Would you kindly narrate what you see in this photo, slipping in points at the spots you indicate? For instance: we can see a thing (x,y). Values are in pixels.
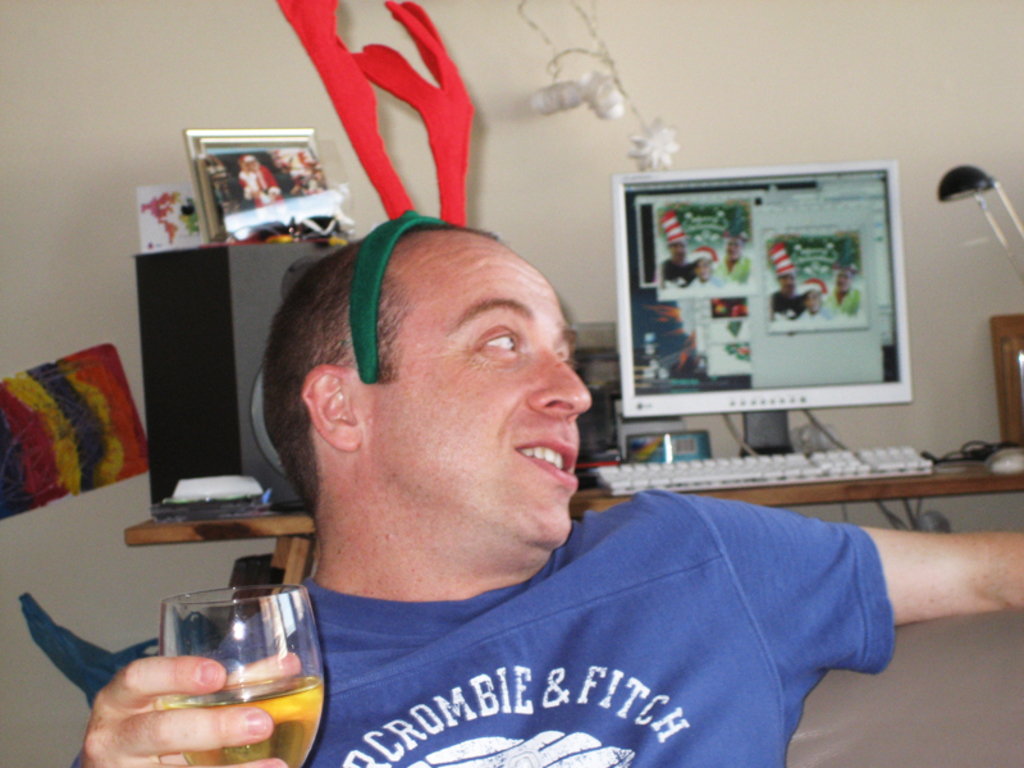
In this image there is a man (534,565) sitting on a sofa (909,688) holding a glass (279,689) with a drink (298,708) in it. In the background (685,287) there is a monitor (760,344) keyboard (750,459) on the right side (994,227) there is a lamp (960,188) on left side (245,310) there is a speaker (221,310) and on the speaker (201,317) there are some photo frames (270,195) which is kept on the table (231,524).
